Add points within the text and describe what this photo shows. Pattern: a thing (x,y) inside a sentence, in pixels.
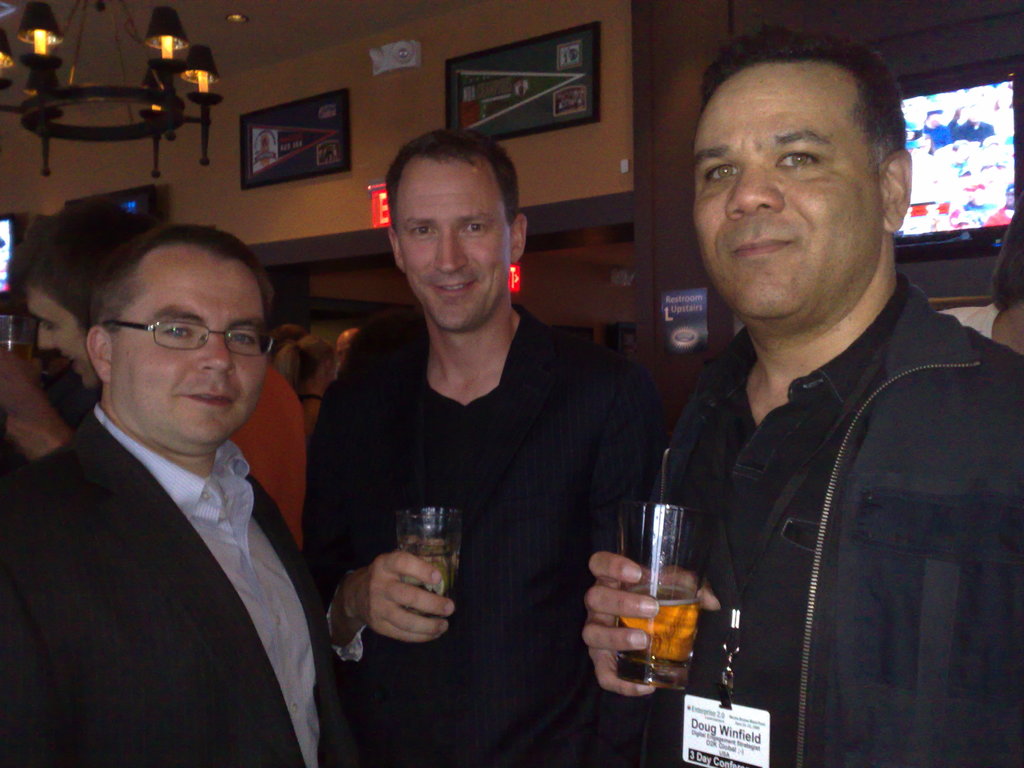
In the image there are three people (413,450) in the foreground (460,470), two of them are holding glasses (449,566) with some drink (437,558) and behind them there are some other people (46,259), in the background (122,208) there is a television (911,142) and on the left side (314,96) there are some frames (314,96) attached to the wall (586,171).
